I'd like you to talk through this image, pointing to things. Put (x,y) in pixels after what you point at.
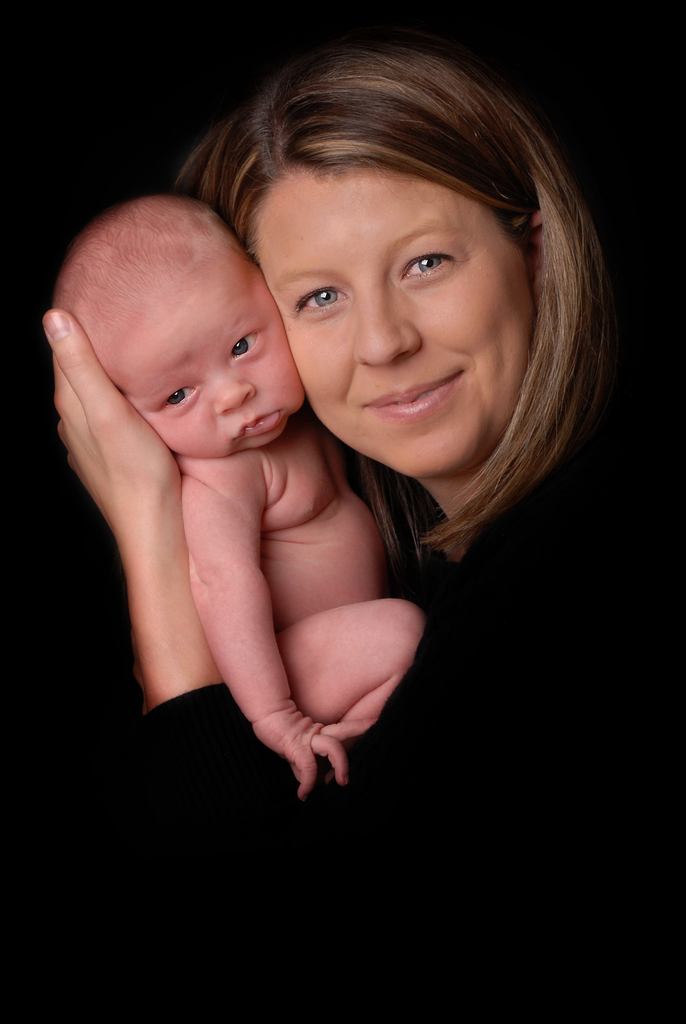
This image consists of a woman (318,806) holding a kid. She is wearing a black dress (196,810).
